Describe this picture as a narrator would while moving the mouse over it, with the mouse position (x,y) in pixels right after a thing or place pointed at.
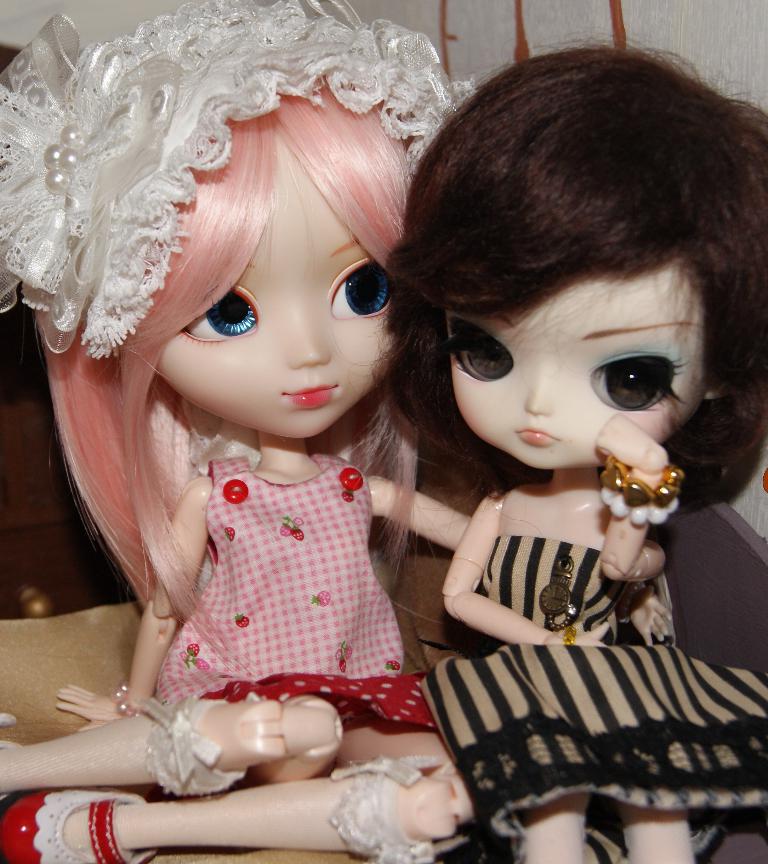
In this picture there are two toys (361,579). On the left (254,546) there is pink dress (288,601) to the toy (309,599). On the right (560,714) it is black dress (560,646) to the toy (588,591).
